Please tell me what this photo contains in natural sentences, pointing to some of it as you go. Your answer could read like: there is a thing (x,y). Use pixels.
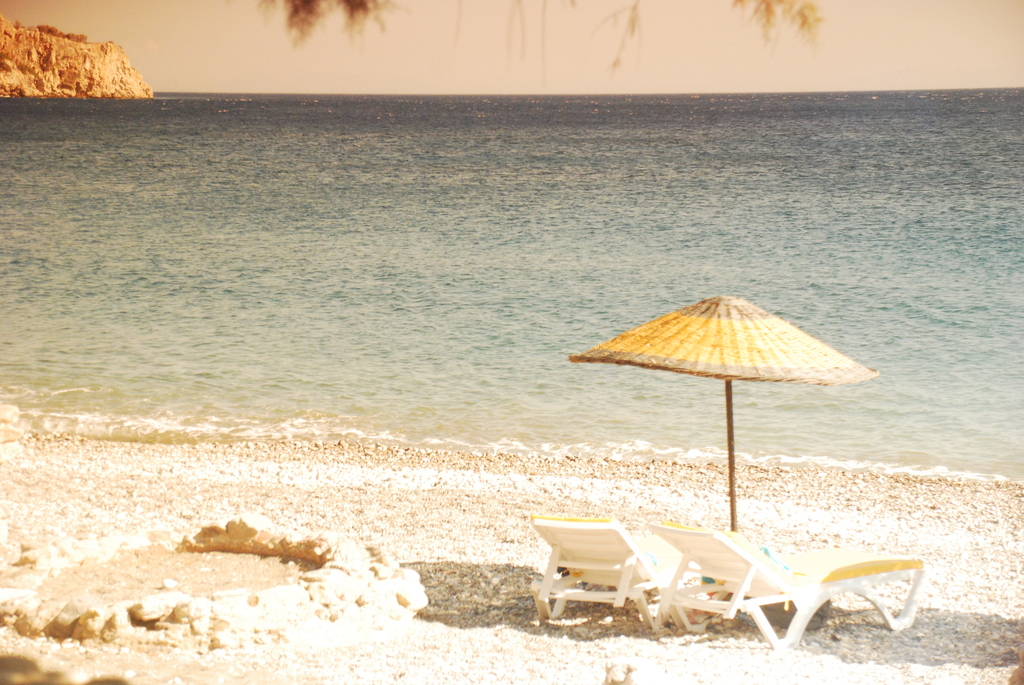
In this image there are beach chairs (734,572) and an umbrella (735,367) on the sea shore (972,590), water (546,428), and in the background (173,89) there is sky (148,53).
